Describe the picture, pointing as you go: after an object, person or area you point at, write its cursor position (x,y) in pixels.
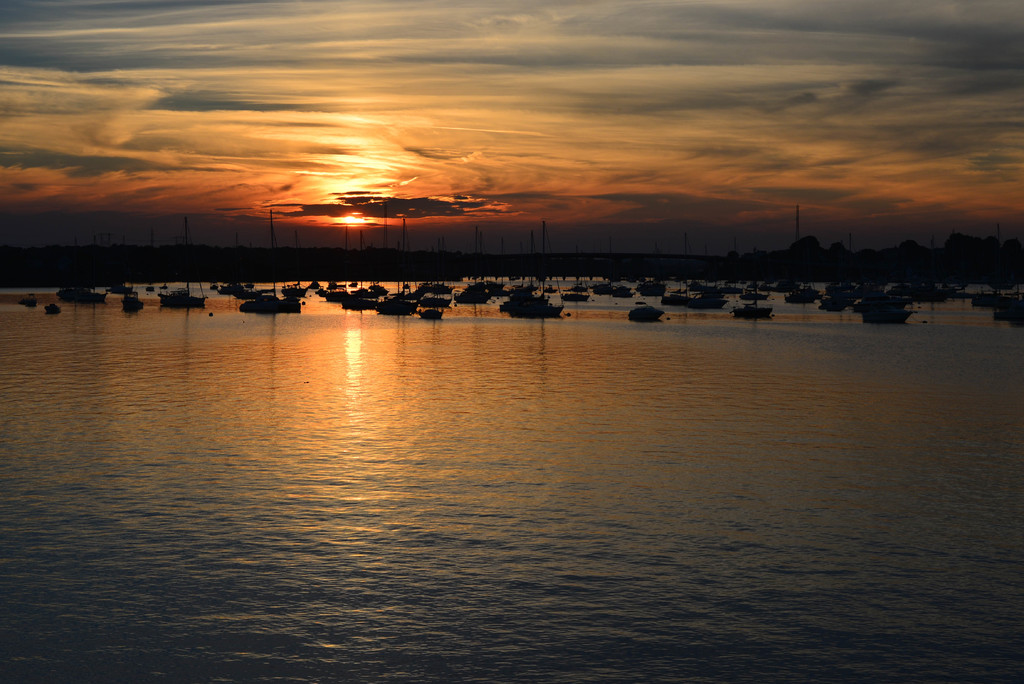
In this picture there is water (575,392) at the bottom side of the image (880,473) and there are ships (137,299) in the center of the image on the water (353,332), it seems to be the view of sun set and there is sky (449,140) at the top side of the image (427,149).
